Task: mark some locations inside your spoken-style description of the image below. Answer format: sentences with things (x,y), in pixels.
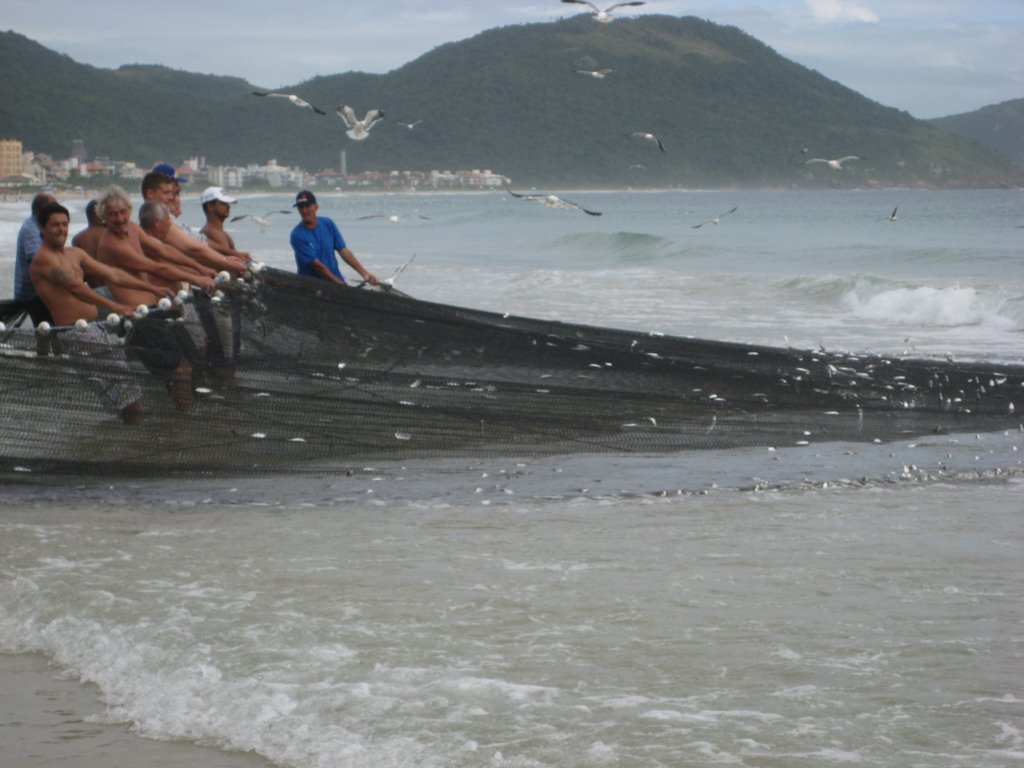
In this image, I can see a group of people (49,197) standing and holding a fishing net (537,424) with fishes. I can see the birds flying in the air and there is the sea (698,278). In the background (32,178), there are buildings (34,162), hills (377,95) and the sky (277,38).
